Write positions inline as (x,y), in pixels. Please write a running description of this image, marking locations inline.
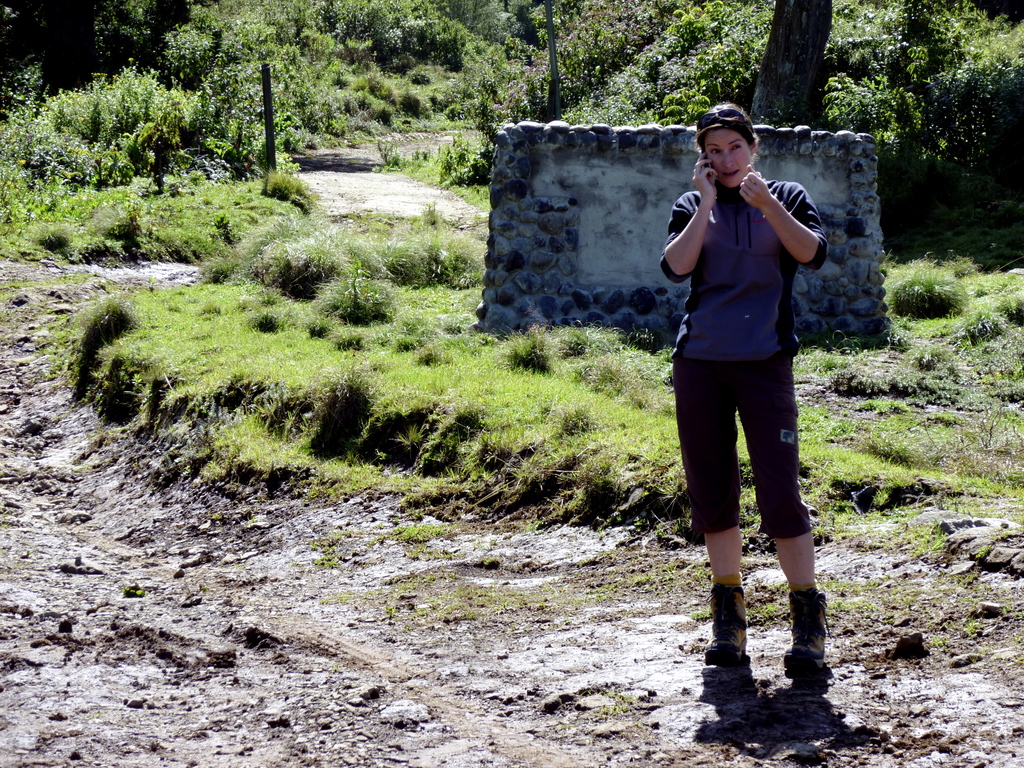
In the foreground of the picture (756,245) there is soil (415,620) and a woman (742,364) standing. In the center of the picture (519,337) there are shrubs (356,285), grass (452,218) and a construction (517,247). In the background (584,39) there are trees (802,45), plants (426,59), grass (387,73) and shrubs (422,79).
